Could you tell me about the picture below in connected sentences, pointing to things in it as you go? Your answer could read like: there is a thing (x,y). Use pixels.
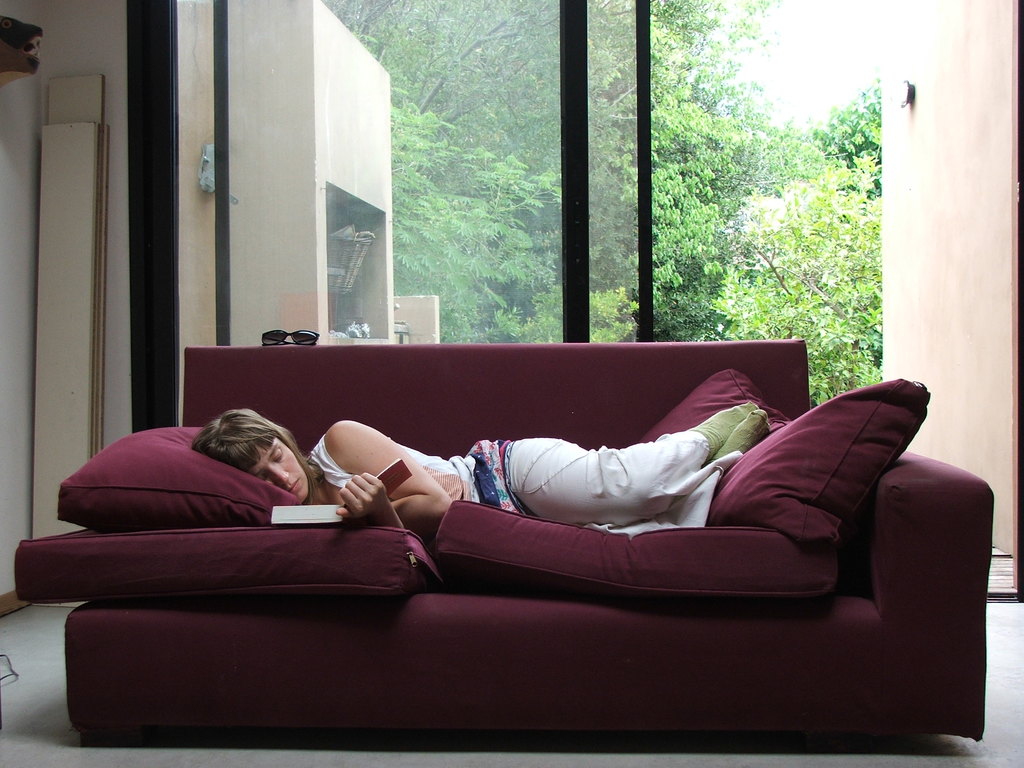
In this image there is a sofa (608,638) on which there is a woman (356,497) who is reading the book (306,520) while sleeping. At the background (516,270) there is a door (529,166) through which we can see the trees (699,163) at the back side (720,207).
